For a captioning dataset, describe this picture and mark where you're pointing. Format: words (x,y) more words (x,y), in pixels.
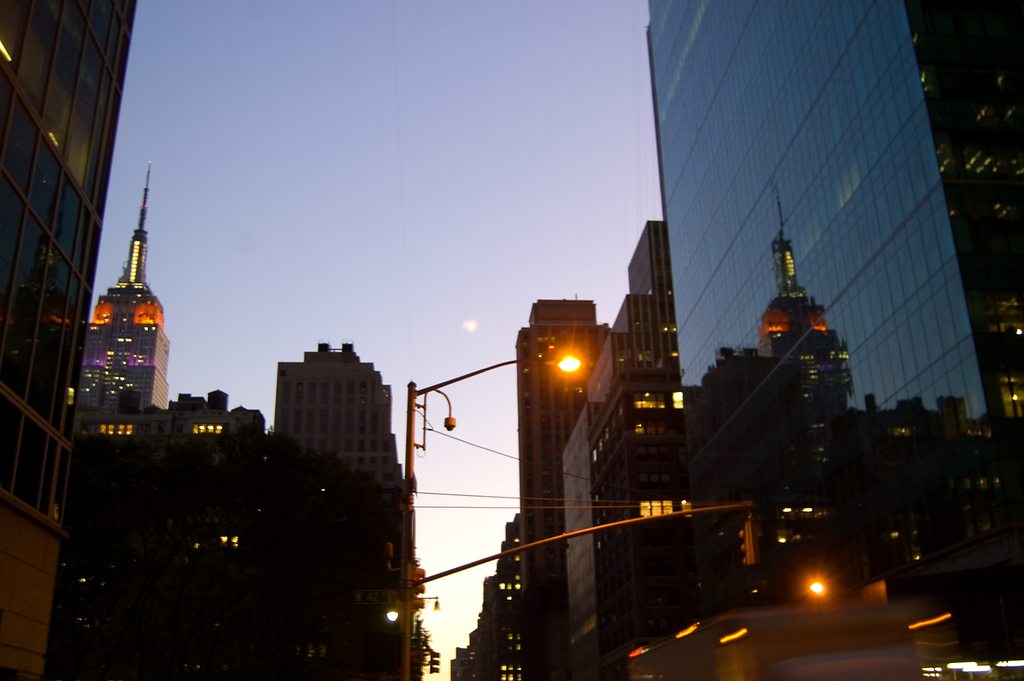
In this image there are buildings (611,390) and light poles (567,360), in the background (330,278) there is the sky (463,156).
